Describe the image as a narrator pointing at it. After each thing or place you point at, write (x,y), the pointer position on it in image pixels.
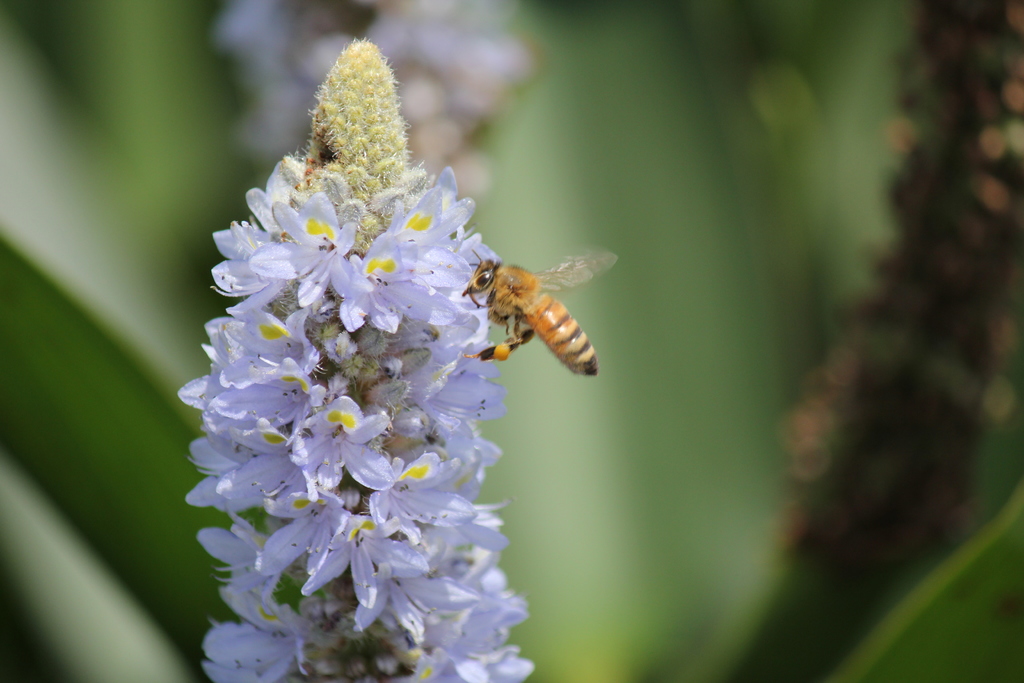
In this image we can see an insect (506,298) on the flowers (410,420). In the background (114,485) the image is blur but we can see objects (73,632).
